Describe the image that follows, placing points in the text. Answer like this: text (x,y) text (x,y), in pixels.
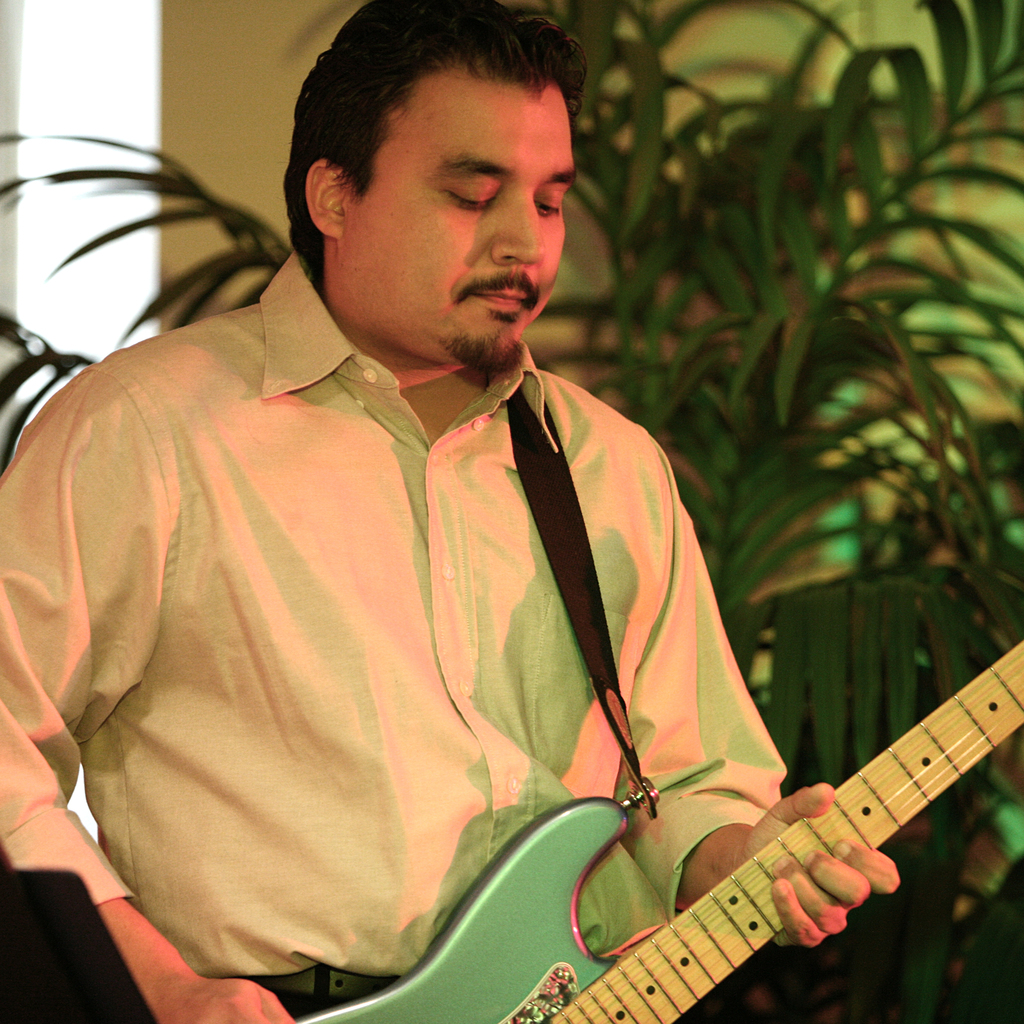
In this picture there is a man (409,673) holding a guitar (606,812). There is a plant (824,306) at the background (671,331).
